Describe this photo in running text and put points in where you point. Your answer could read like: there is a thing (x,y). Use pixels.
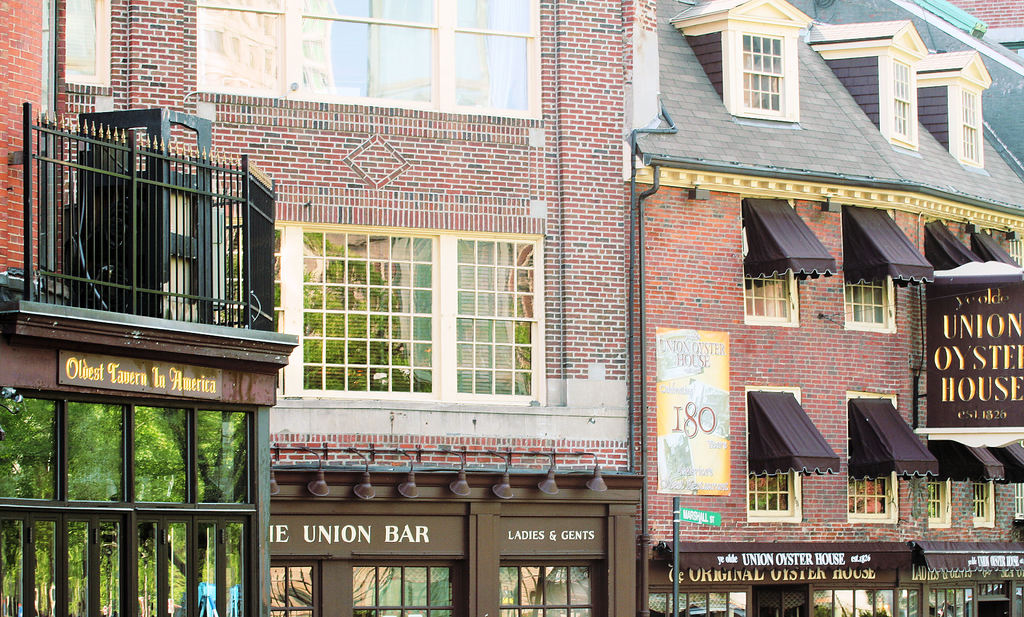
In this picture we can see a brown color house (487,342) with white windows (335,360). On the bottom side (477,590) there are some shops (477,590). On the left side (210,258) we can see the black railing balcony (146,253).
